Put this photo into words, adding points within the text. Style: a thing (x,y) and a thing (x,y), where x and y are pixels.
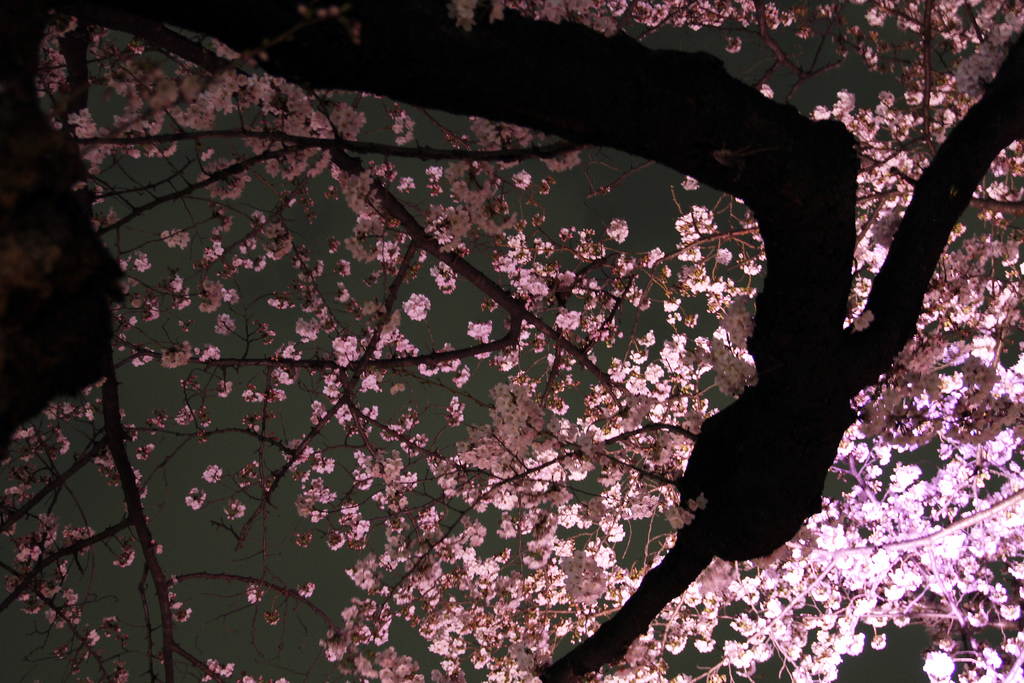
In this picture, we see trees (526,457) which have flowers (548,517) and these flowers (890,558) are in white and pink color. In the middle of the picture (443,391), it is black in color. This picture might be clicked in the dark. This might be an edited image.
